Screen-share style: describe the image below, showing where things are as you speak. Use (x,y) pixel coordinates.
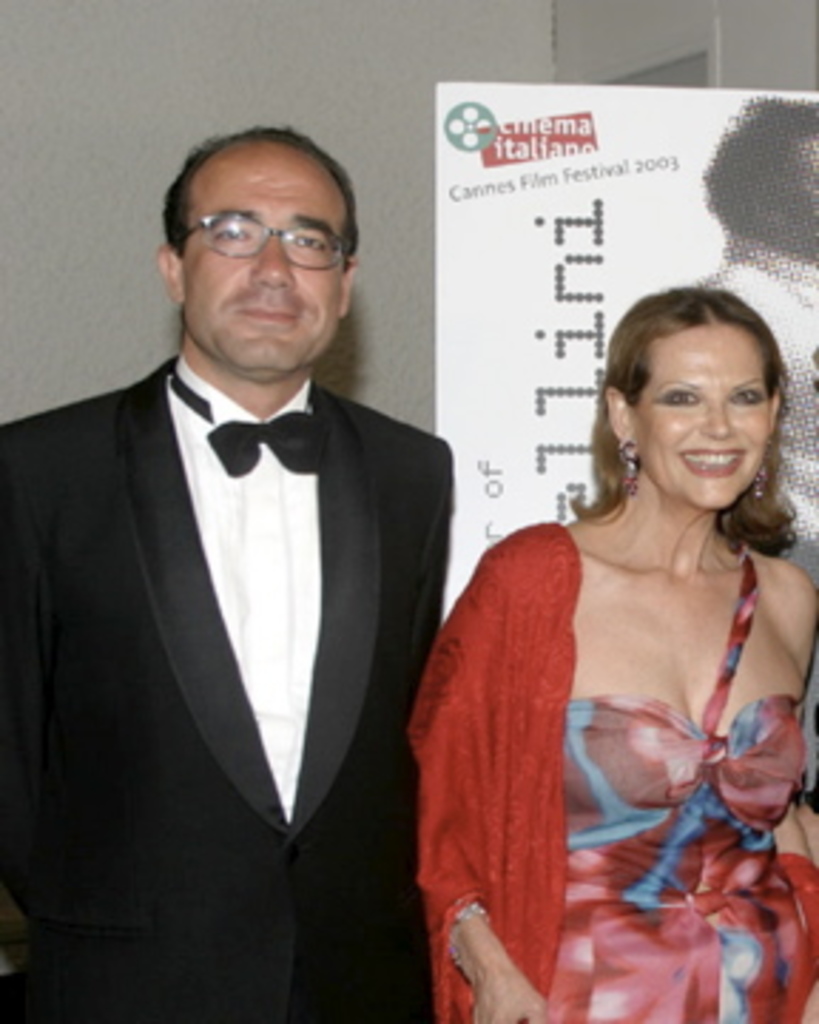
In this picture I can see a man (414,542) and a woman (703,613) standing and I can see an advertisement board (630,296) in the back (630,296) with some text (595,216) and a picture (783,237). I can see a wall (302,73) in the background (327,68).
